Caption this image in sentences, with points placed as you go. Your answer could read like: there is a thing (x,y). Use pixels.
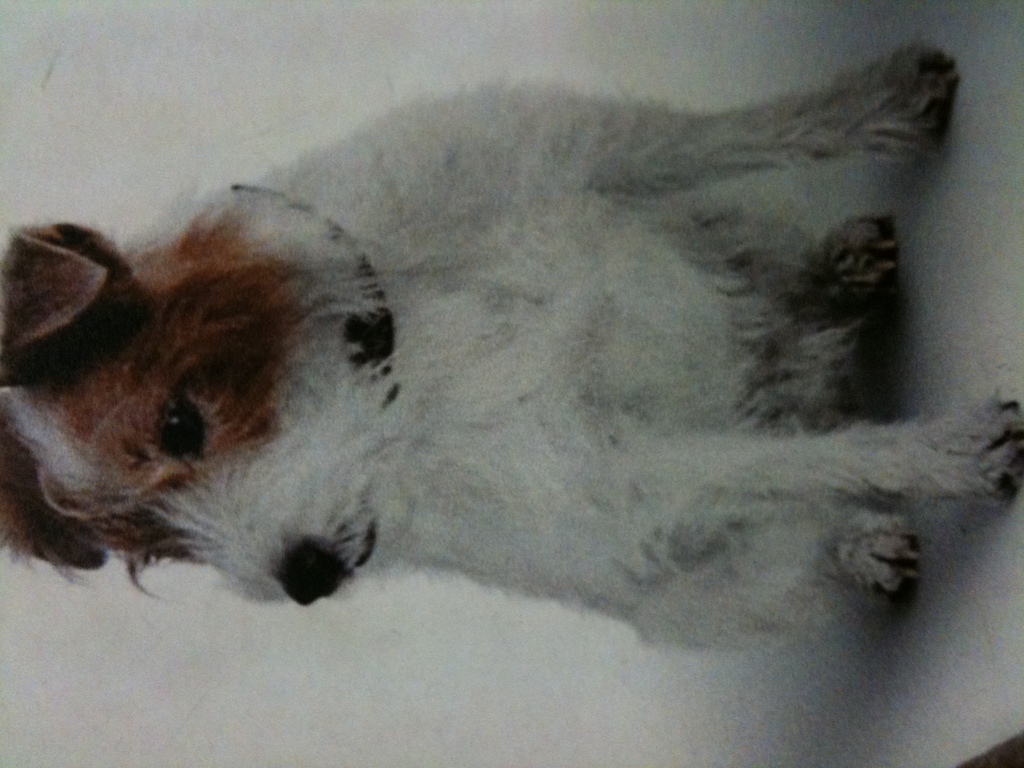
In this image we can see a dog (383,390) sitting on the table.
